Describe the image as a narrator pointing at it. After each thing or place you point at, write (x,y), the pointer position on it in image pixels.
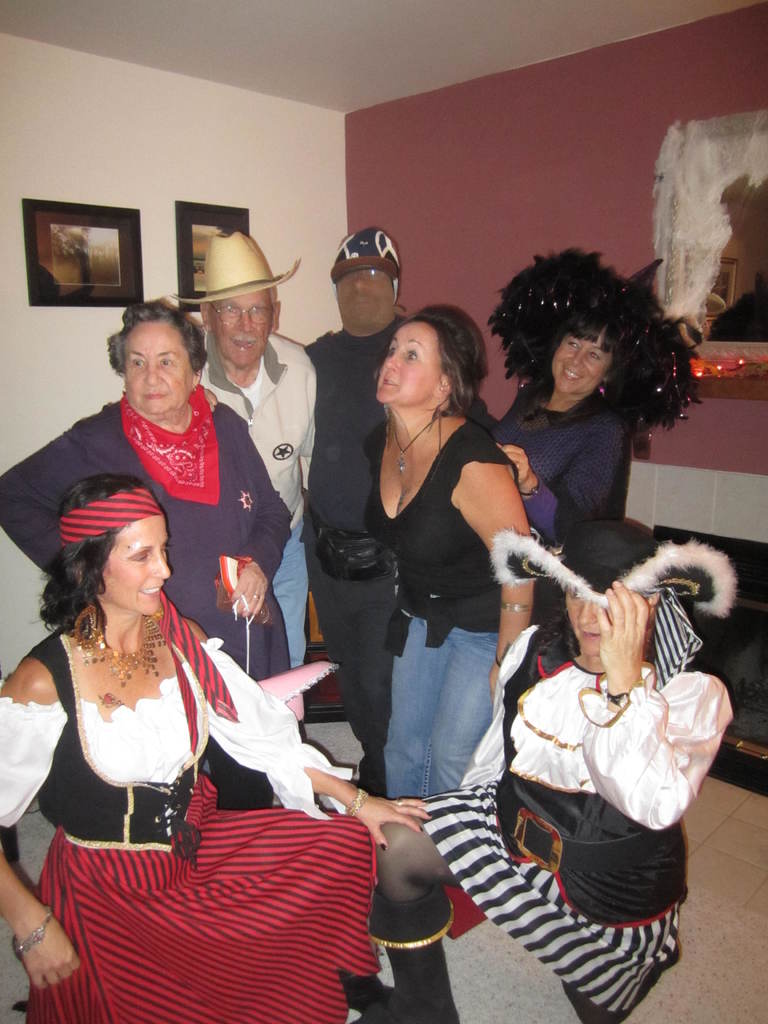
In this image we can see few people (333,549) with different costumes (398,534). Some are wearing hats (693,569). In the back (279,156) there is a wall (113,190) with photo frames (117,208). On the right side (727,204) there is a mirror (746,294).
